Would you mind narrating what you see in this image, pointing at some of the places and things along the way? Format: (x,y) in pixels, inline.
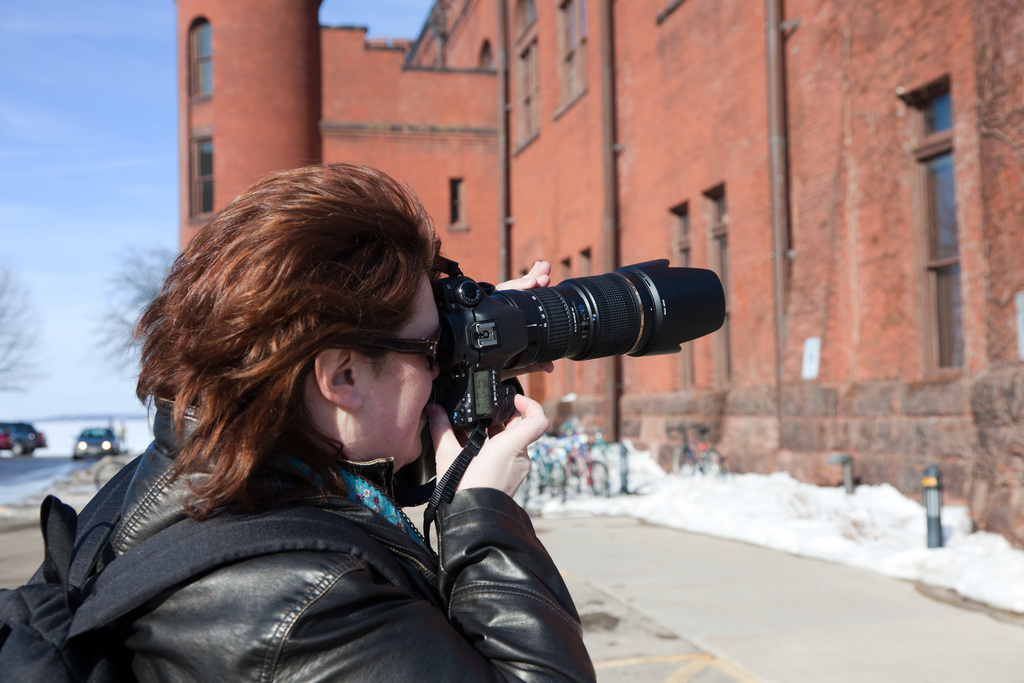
In this image in the front (324,493) there is a person (322,500) holding a camera (495,350) in his hand (459,445) and clicking a photo and wearing a bag (96,630) which is black in colour. In the background (487,144) there are cars (83,439), dry trees (109,347) and there is a castle (579,145).
